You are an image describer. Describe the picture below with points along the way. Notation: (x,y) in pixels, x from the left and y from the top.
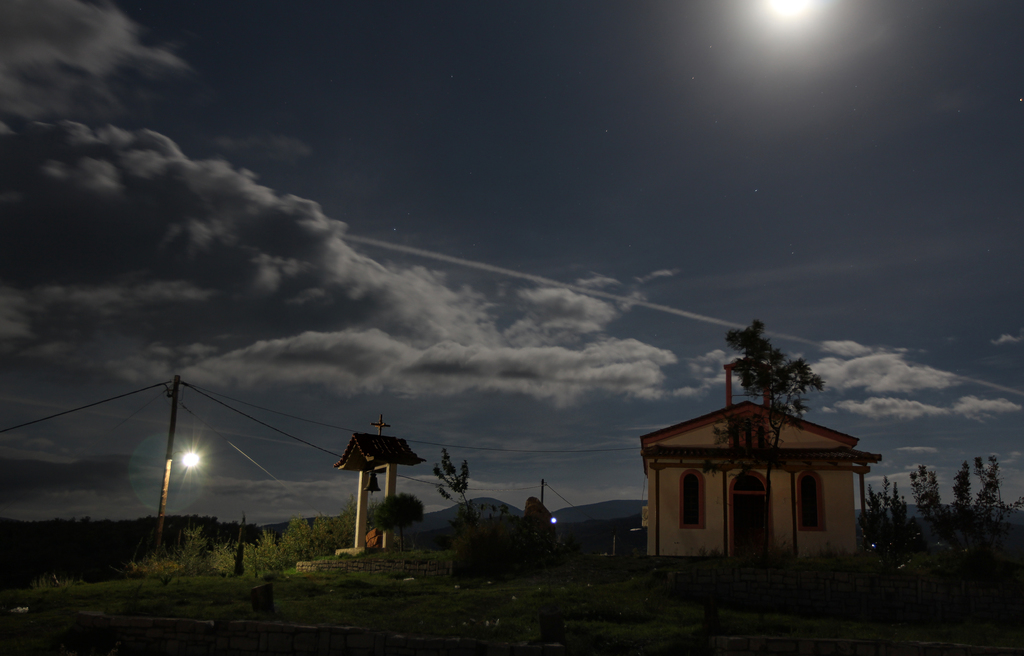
In this image we can see one house (689,506), windows (689,521). And we can see the holy cross symbol (382,433). And we can see the electrical poles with lights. And we can see the plants (192,528), trees (884,527) and we can see the clouds (353,284) in the sky (438,505).
